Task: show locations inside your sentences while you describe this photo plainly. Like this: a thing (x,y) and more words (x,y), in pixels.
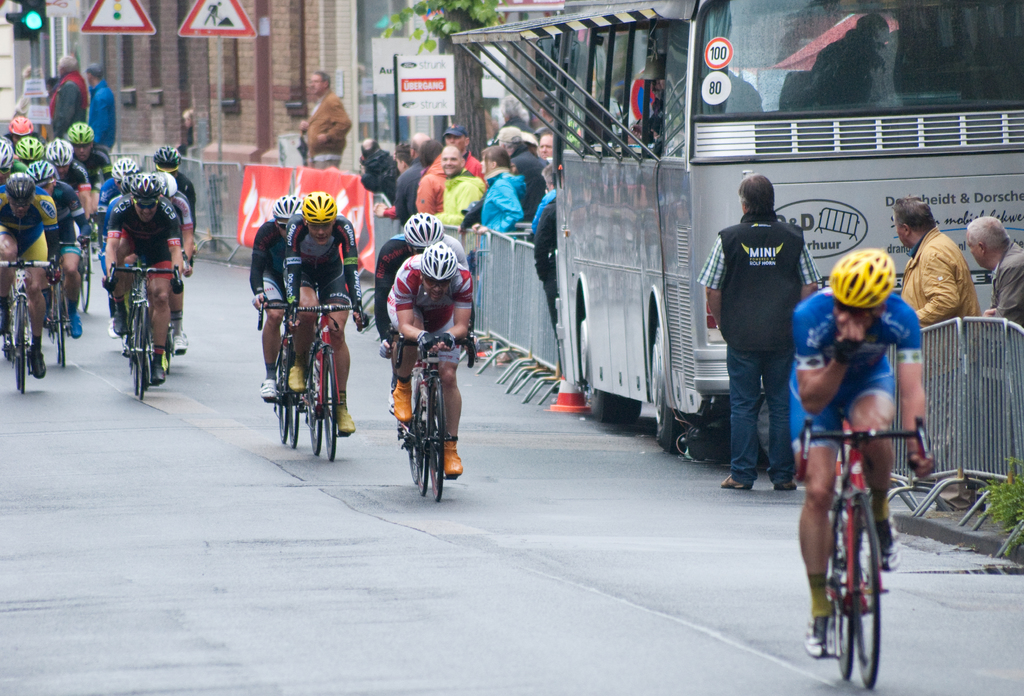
Here we can see few persons (406,348) are riding bicycles (301,402) on the road (344,454). In the background (631,267) there is a vehicle (965,207), few persons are standing at the fence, sign board poles (103,12), traffic signal poles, banner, wall (261,7), hoardings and a tree (471,22).
